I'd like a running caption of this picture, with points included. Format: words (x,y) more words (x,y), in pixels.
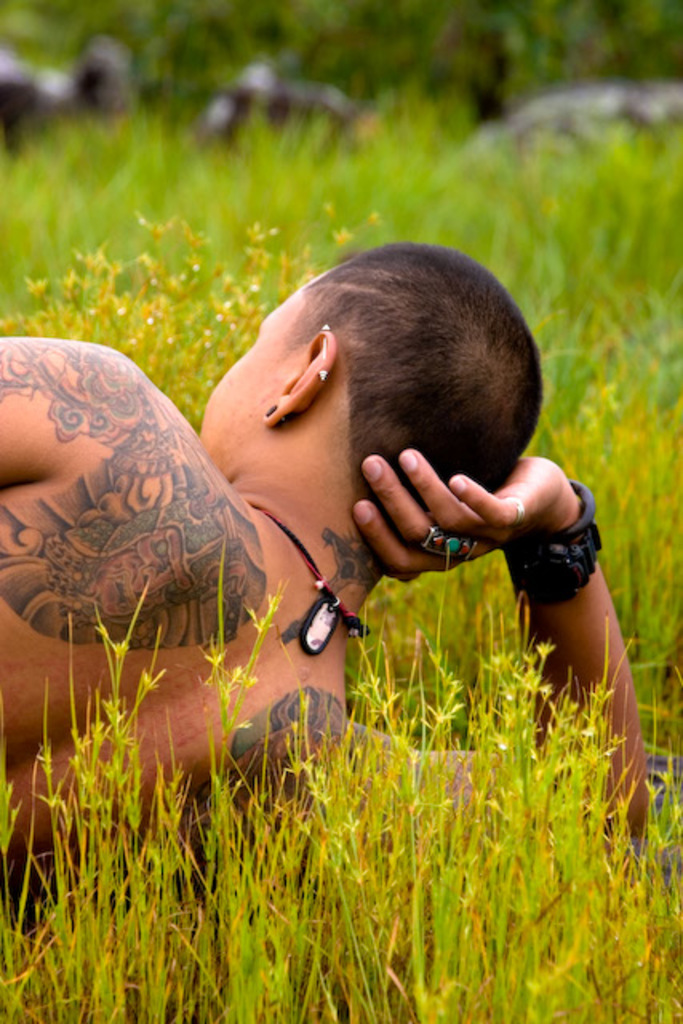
This image consists of a man (271,530). And we can see a tattoo (45,520) on his body (215,600). At the bottom (391,867), there is green grass (604,728). In the background (416,80), there are trees (344,6), And the background (69,21) is blurred.
